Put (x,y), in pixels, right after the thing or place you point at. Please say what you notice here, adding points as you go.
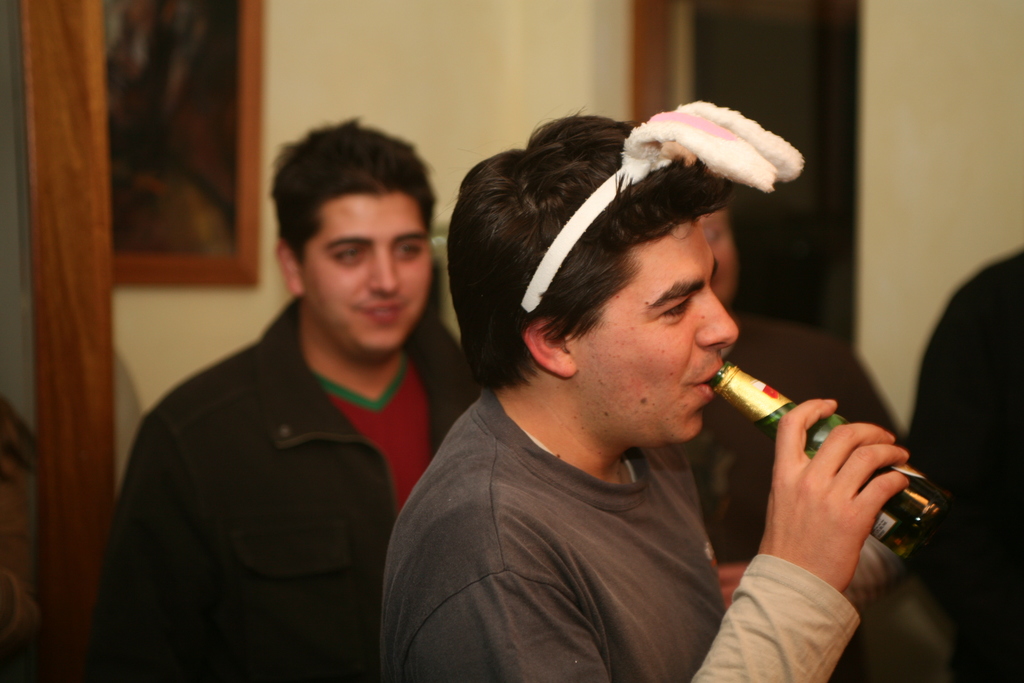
In the image we can see there is a man (664,418) who is standing and holding beer bottle (922,502) in his hand (780,437). At the back (463,403) people (403,395) are standing.
